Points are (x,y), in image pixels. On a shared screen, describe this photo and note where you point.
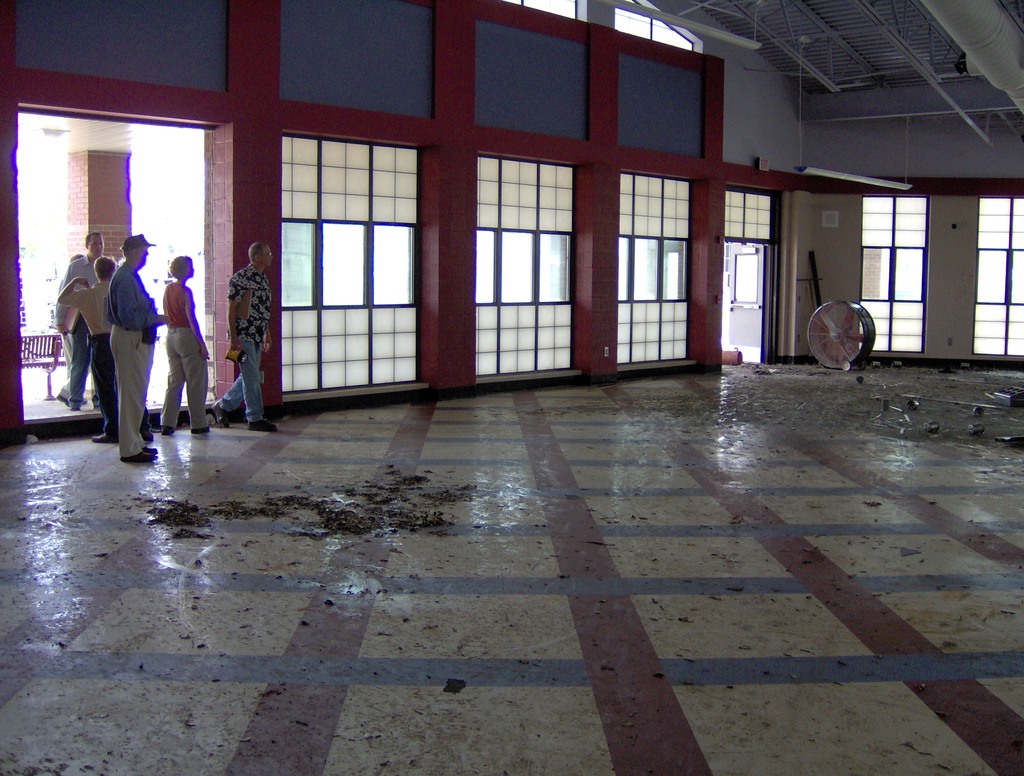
In this image we can see an inside view of a building (575,152) and we can see the windows (672,289) on the building (457,220). On the left side (202,322), we can see an entrance (167,276), a pillar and a group of persons (140,354). On the right side (989,307), we can see an entrance (755,293), windows (1004,303) and few objects (814,343) on a surface (824,406). In the top right (894,70), we can see the roof (868,21).
